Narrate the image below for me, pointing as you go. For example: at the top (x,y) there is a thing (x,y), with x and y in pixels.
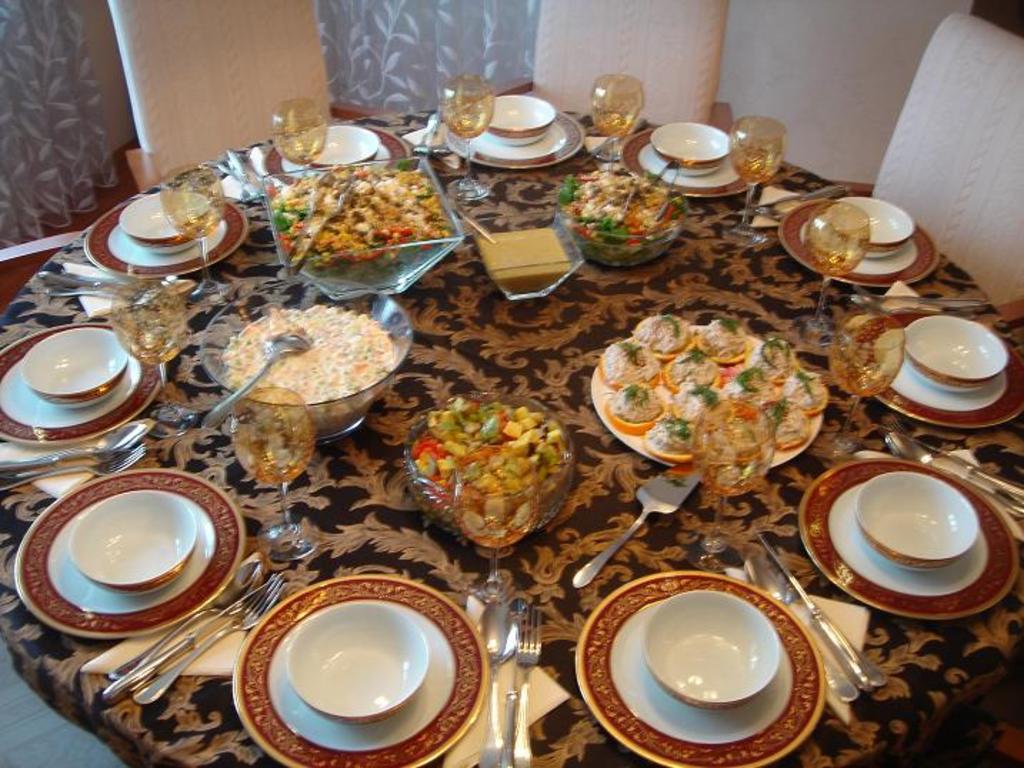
This picture shows food (323,323) in the bowls (326,264) and we see serving spoons (286,340) and few glasses (159,288) and empty plates (170,489) and bowls (117,351) and we see few knives (119,682), forks (143,454) and spoons (892,439) on the table (553,172) and we see few chairs (965,177) and a curtain (85,142).
